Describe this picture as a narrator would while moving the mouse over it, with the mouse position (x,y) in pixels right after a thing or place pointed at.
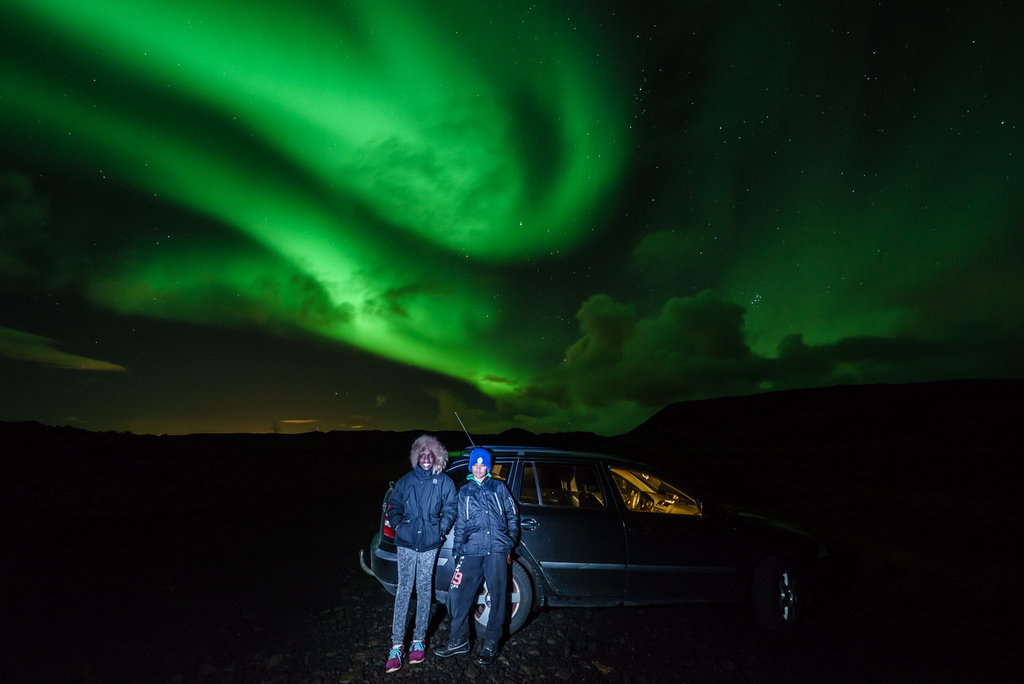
In this image we can see two men (463,590) standing beside a car (530,530) which is placed on the ground (386,606). On the backside (699,439) we can see the hills (717,416) and the sky (590,284) which looks cloudy.
